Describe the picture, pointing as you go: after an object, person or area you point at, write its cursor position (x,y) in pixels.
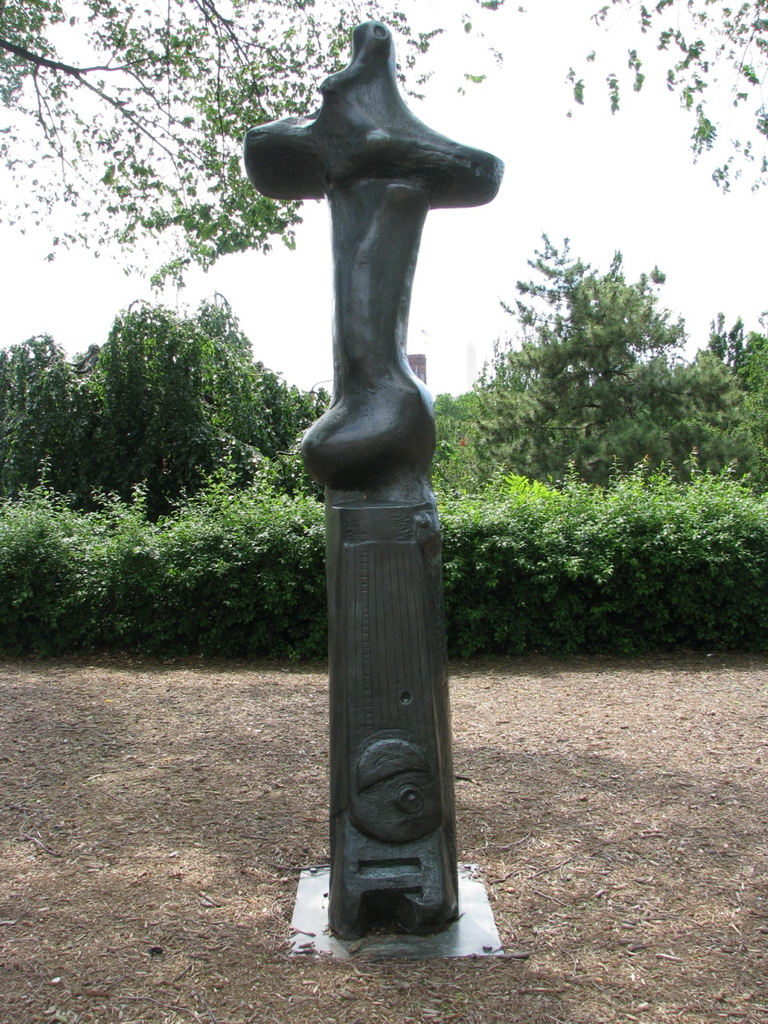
In this picture there is an idol (404,378) in black color which is kept on the floor (319,718) and behind there are some plants (551,574) and trees (81,447).
